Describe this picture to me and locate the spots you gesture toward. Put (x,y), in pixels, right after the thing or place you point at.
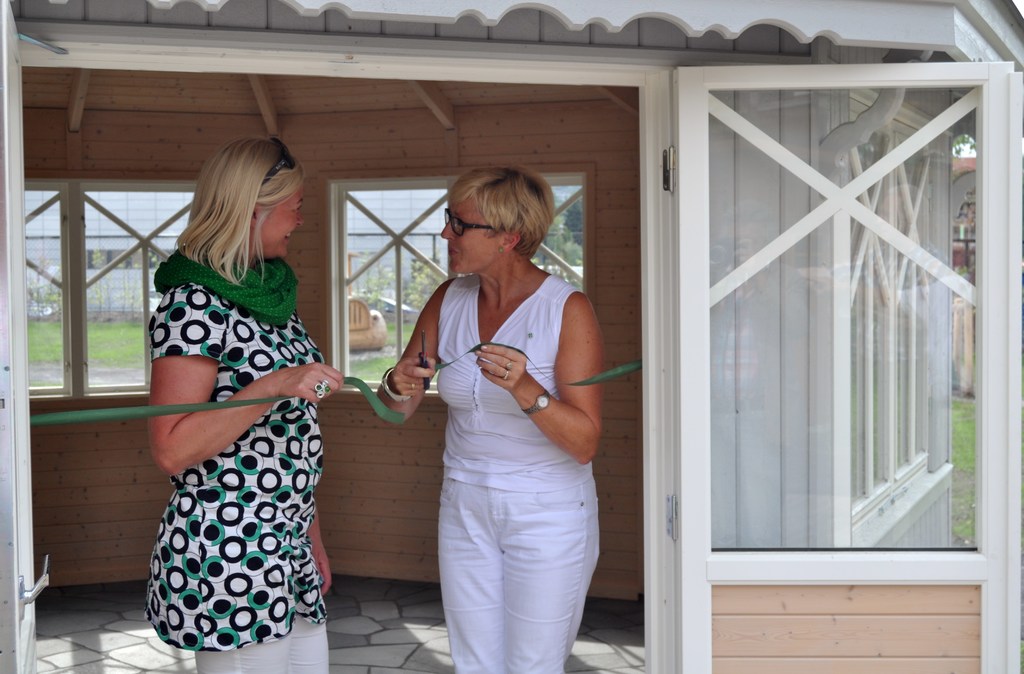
In the middle of the image (513,287) two women (154,349) are standing, smiling and holding a ribbon (358,385) and scissor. Behind them there is a house (935,364), on the house (424,108) there are some windows (118,196). Through the windows (49,276) we can see some trees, grass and buildings (40,225).
